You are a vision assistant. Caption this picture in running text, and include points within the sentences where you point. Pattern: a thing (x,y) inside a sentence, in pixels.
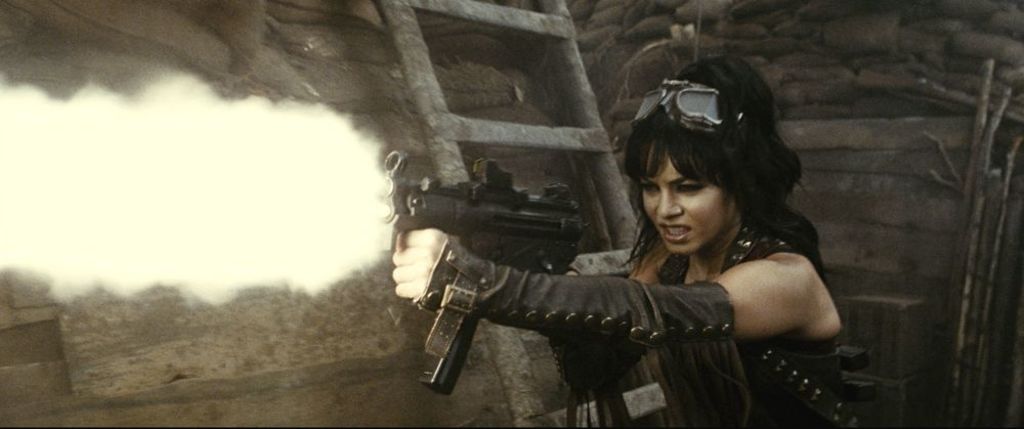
In this picture I can see a woman (486,266) holding a gun (425,212) in her hand (422,256) and I can see few sticks (985,291) on the right side (987,314) and I can see gunny bags (867,88) and a ladder (562,68) in the background (500,76).
